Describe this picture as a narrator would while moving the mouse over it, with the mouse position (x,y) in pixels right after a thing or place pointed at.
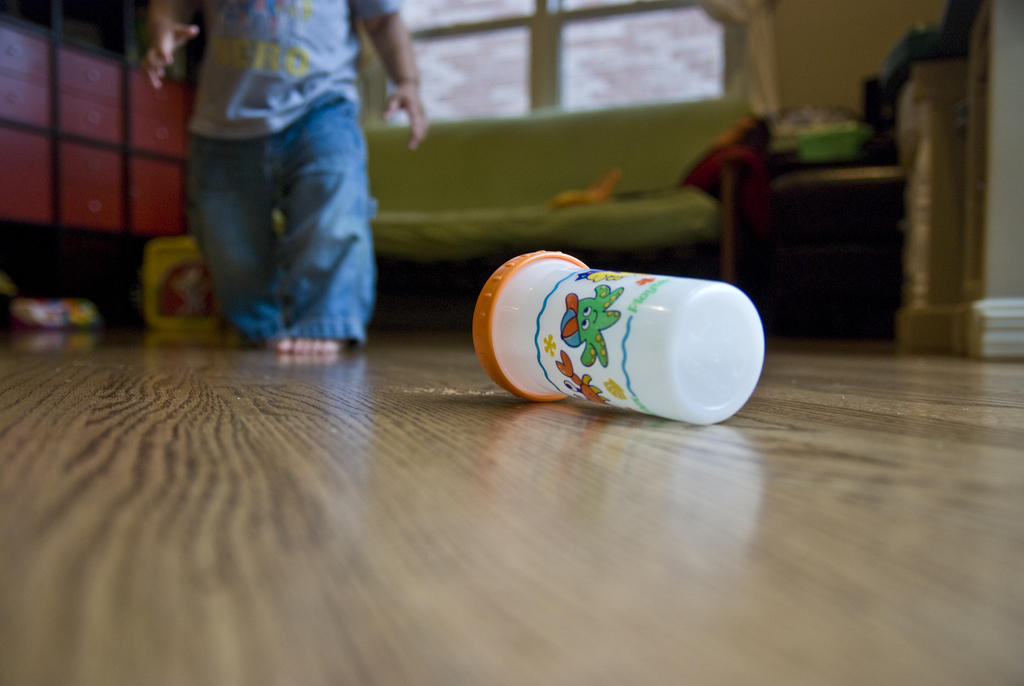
In this image I can see a kid (363,225) and a cup (650,344) on the floor (381,424). In the background (520,210) I can see a wall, window (566,107), bed (556,182), table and shelves (54,249). This image is taken may be in a hall (398,457).
